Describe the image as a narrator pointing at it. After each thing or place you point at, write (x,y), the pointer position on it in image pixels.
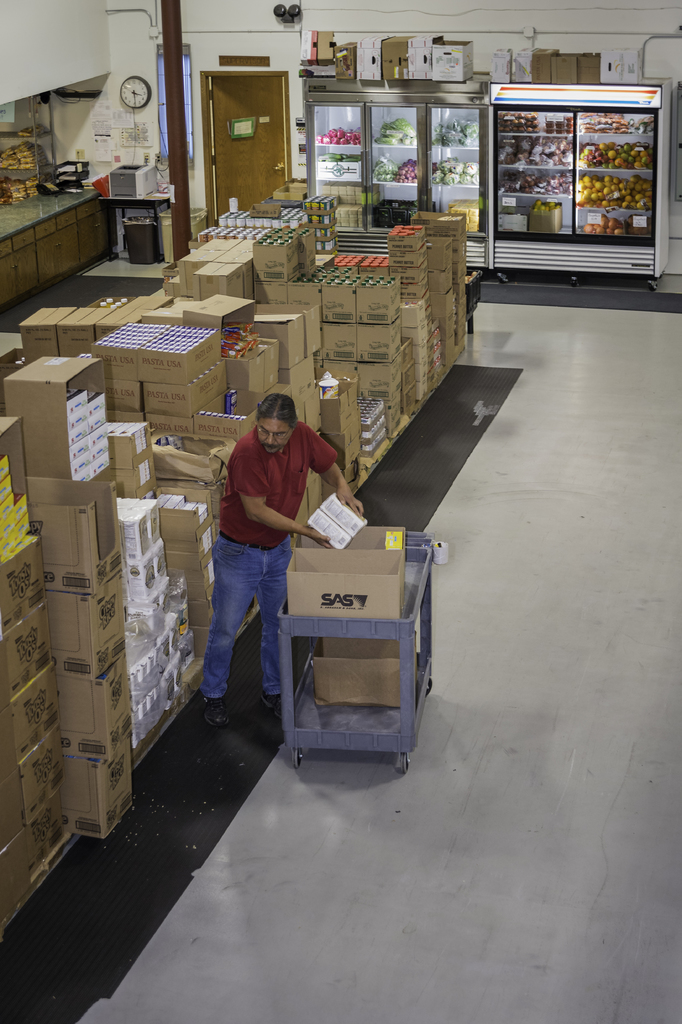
Here in this picture we can see a person (258,566) standing on the floor (247,659) over there and beside him on the right side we can see a trolley (380,624), on which we can see cardboard boxes (345,603) with something present in it over there and he is removing something from those and keeping it on left side (161,531) and we can see number of cardboard boxes (74,621) present on the left side (60,629) over there and at the top (338,115) we can see fridges (656,156), which are fully covered with vegetable (344,161) and fruits (559,161) present all over there and we can also see a clock (141,86) on the wall (116,104) over there and we can see a door (241,118) in the middle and we can see other items (112,177) present here and there on the floor (141,268) over there.
